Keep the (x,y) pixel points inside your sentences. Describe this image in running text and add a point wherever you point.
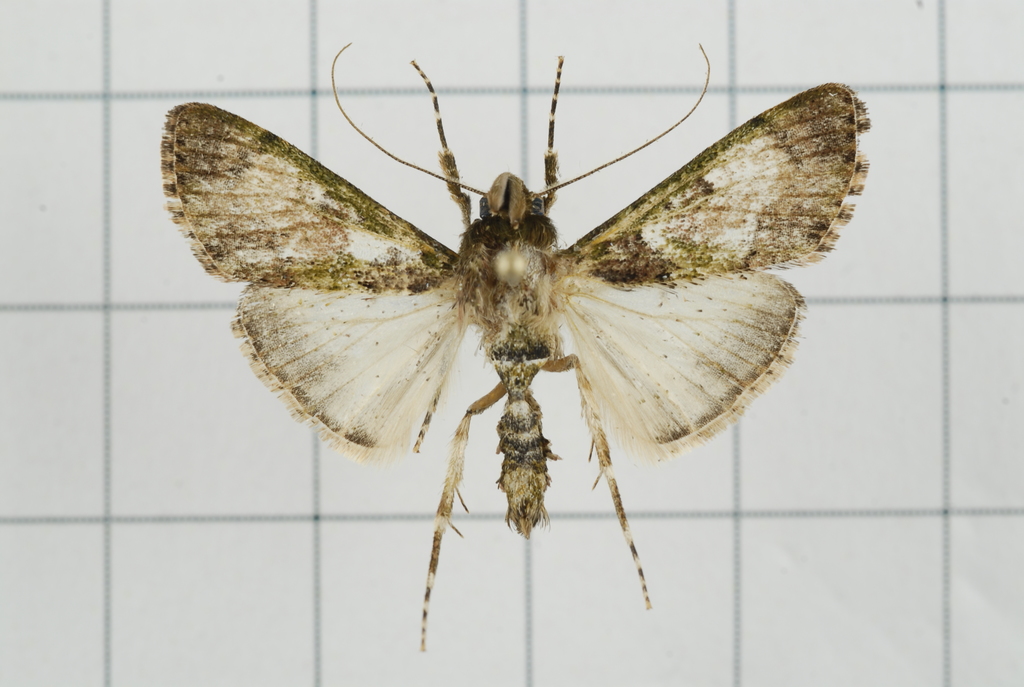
In this image I can see the insect (601,381) in white, black and brown color. Background (385,7) is in white color.
